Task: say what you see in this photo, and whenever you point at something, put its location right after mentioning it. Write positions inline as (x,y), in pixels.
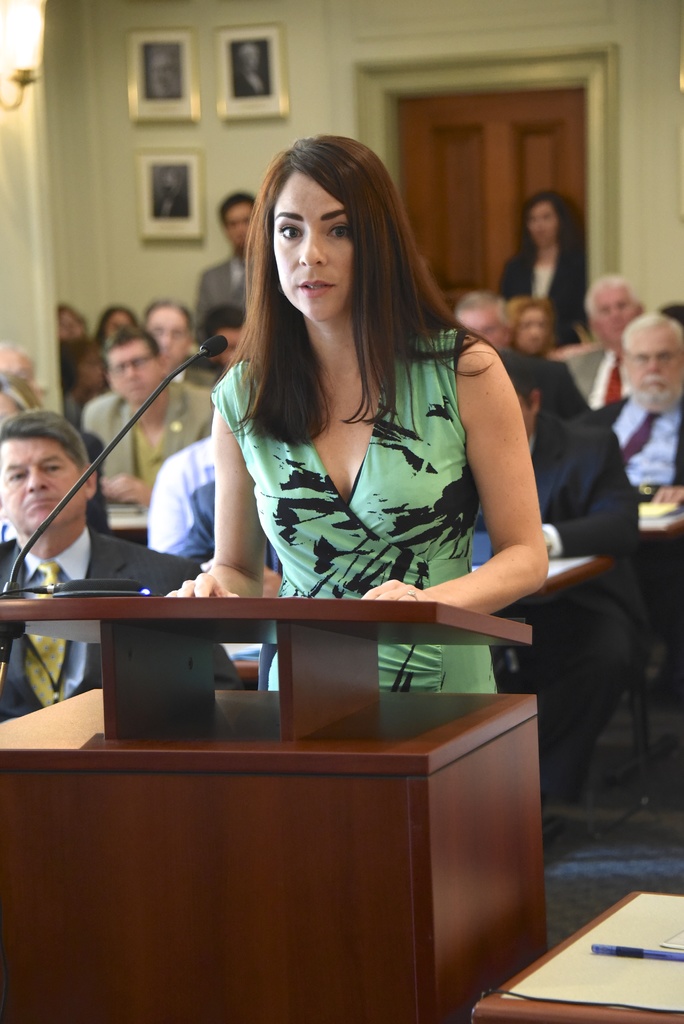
This image is clicked in a room (619,753). There is a podium (232,716) and mic (135,416) on it. There is a woman (279,413) standing near podium (443,614). Behind her there are so many people (526,396) who are sitting. There is a door (484,178) on the top (511,190). There are photo frames (232,97) on the top (256,110).
